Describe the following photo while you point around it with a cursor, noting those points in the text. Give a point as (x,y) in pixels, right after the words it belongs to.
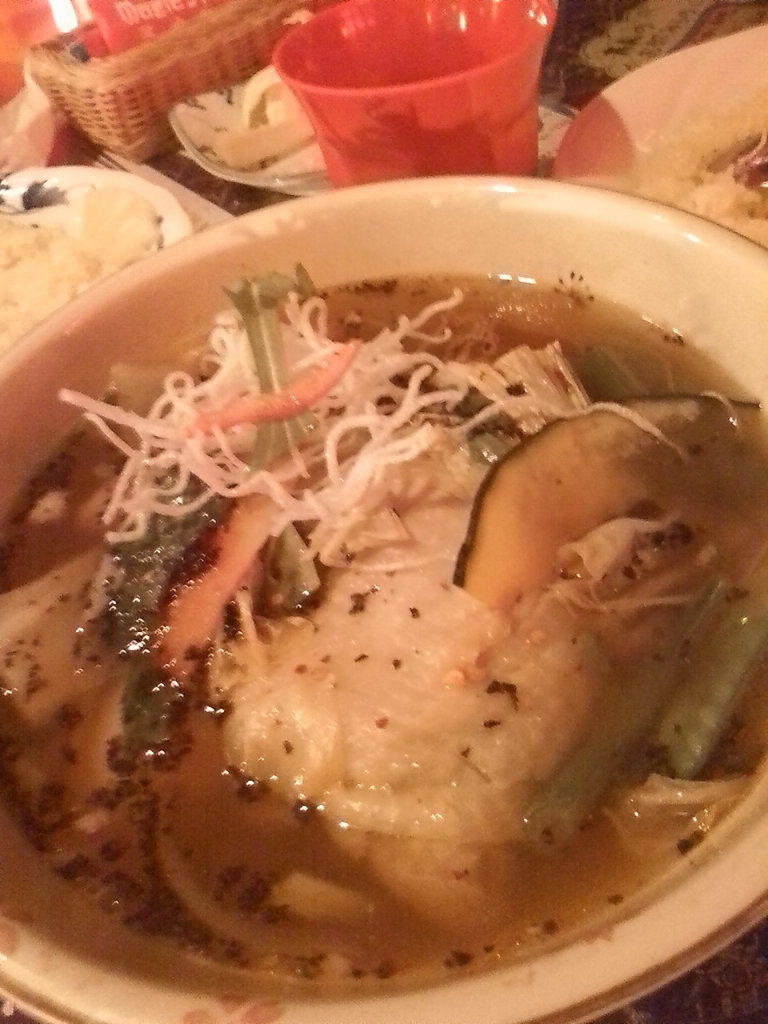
In the picture we can see a bowl (713,242) with some curry (751,721) and soup (251,848) in it and besides it, we can see a red color glass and some plates (742,114) with food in it.
